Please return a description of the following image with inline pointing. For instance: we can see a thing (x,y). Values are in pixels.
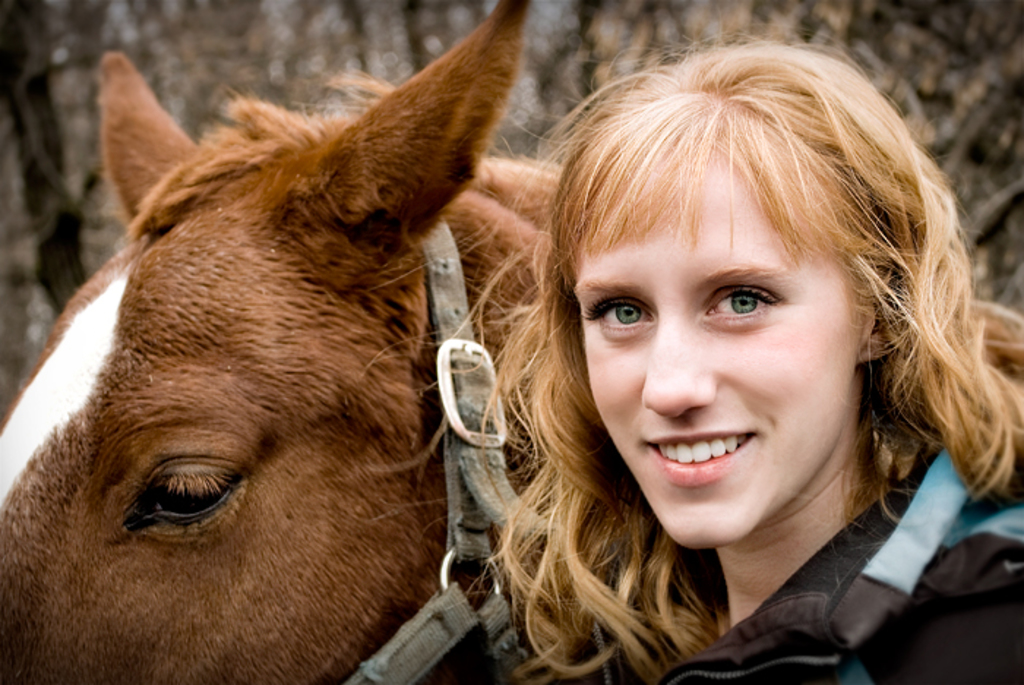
There is a woman (953,513), standing beside the brown color horse (113,541), The horse (403,556) is tied with ash color belt (479,466) and in the background (955,118) there are some trees (558,46).
